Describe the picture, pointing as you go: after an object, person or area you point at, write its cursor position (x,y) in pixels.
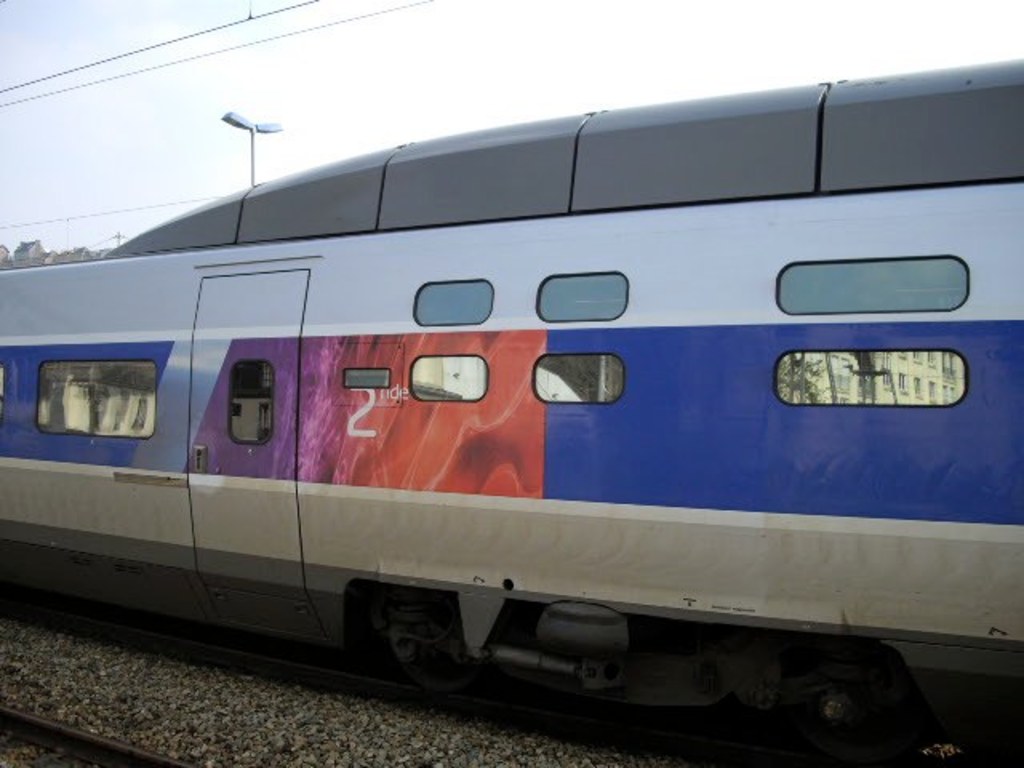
In the foreground of the picture (343,713) there are stones (275,734), railway track (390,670) and train (248,287). In the background (238,127) there are cables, street light (253,125) and buildings (30,247).
